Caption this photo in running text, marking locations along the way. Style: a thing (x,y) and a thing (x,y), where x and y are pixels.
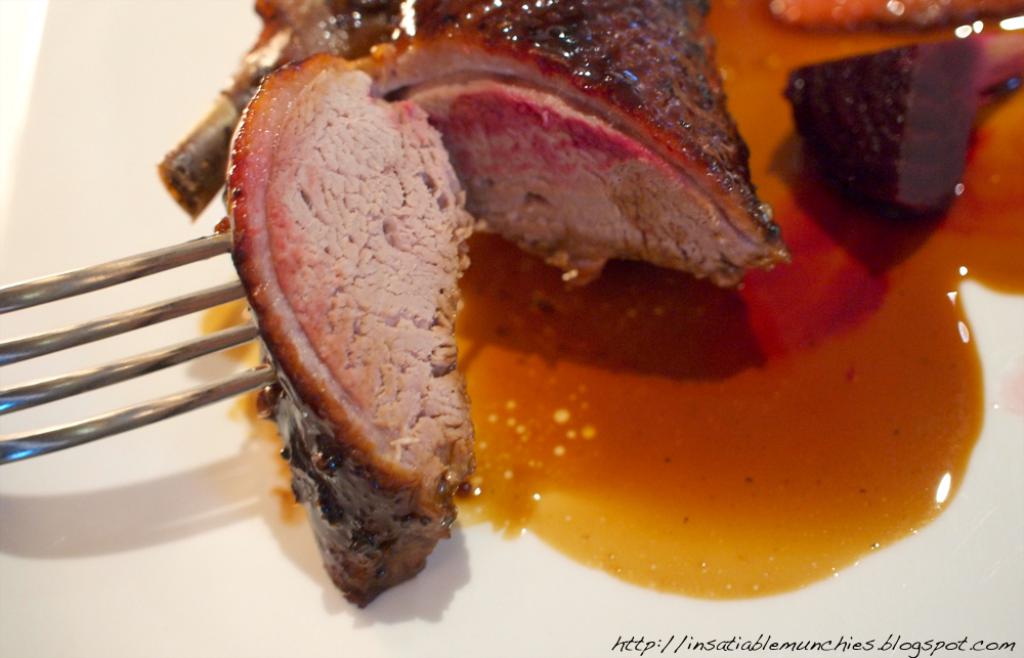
In this picture there is food item (558,84) served in a plate (618,618). On the left (74,384) it is fork (137,411). At the bottom (723,644) towards right (821,646) it is text (658,638).
